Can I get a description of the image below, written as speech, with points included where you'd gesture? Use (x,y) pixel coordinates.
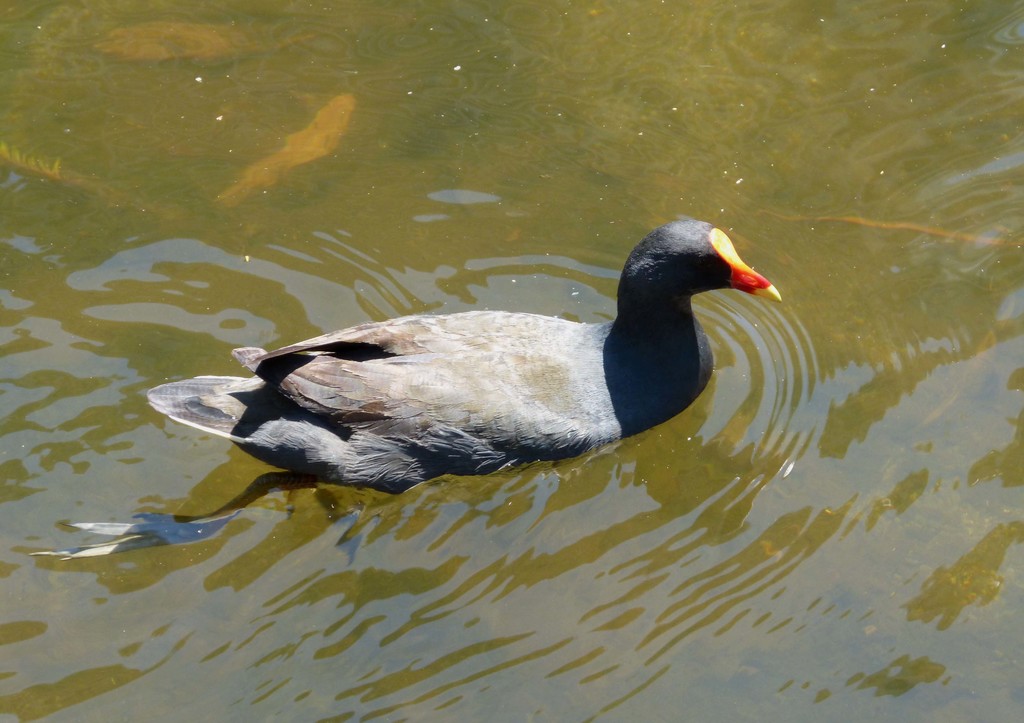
In the middle of this image (650,337), there is a duck (654,289) partially in the water (163,450) and swimming.
